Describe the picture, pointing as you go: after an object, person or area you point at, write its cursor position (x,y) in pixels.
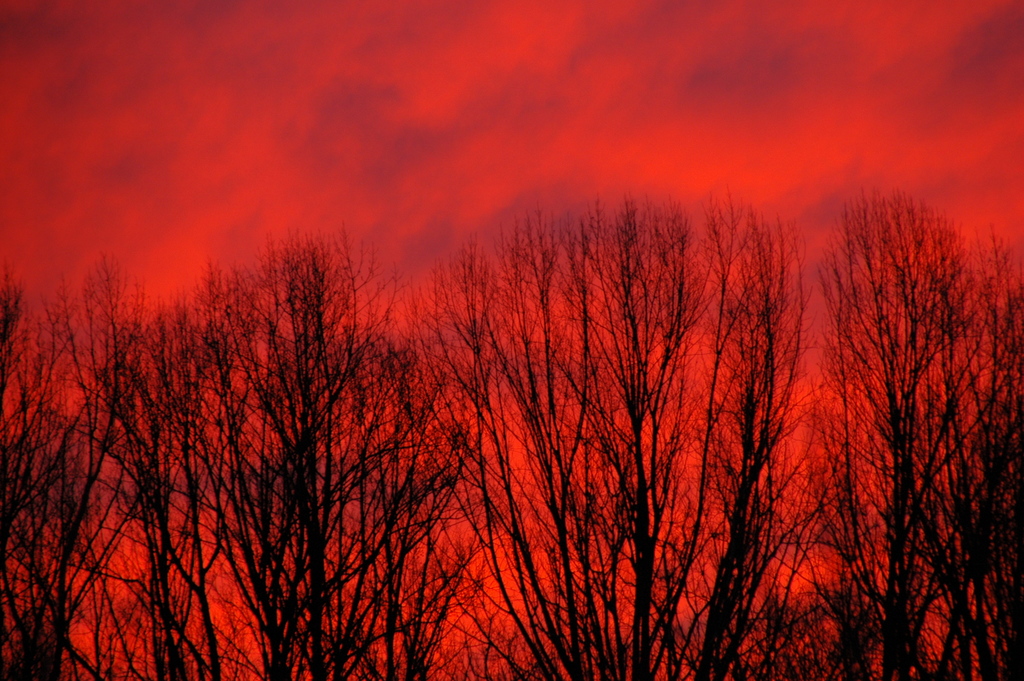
In this picture I can see number of trees (168,603) in front (265,618) and in the background (252,142) I can see the sky (339,141) which is of red and black color.
